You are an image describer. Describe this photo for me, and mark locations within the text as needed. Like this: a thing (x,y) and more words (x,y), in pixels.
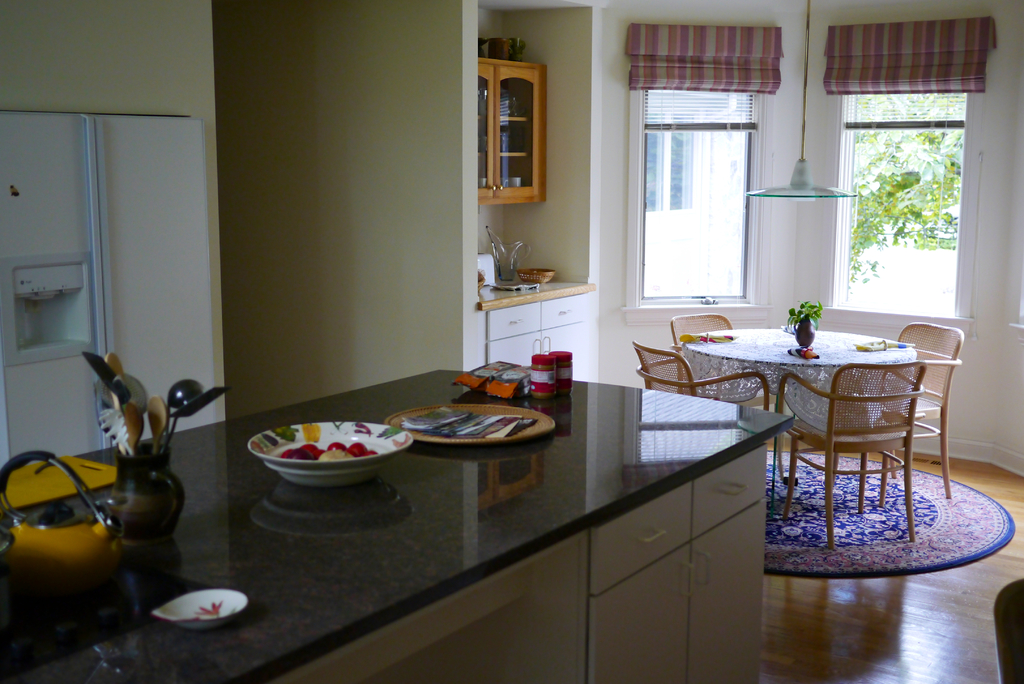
In this image we can see a bowl (365,427) of fruits (350,453), a small bowl (188,617) and also some spoons (134,435) in a jar (153,483), the plate (495,411), some packs (525,392) and bottles (544,392) on the counter surface (548,484). We can also see the dining table (829,338) which is covered with the white cloth (814,359) and on the table (801,335) there is a flower vase (805,342) and we can also see the chairs (861,368), a carpet (896,490) on the floor (941,635), a wooden shelf (527,139), double door refrigerator (165,163), wall (316,27) and also the light (809,28) hangs from the ceiling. We can also see the windows (727,165) and through the windows (908,275) we can see the trees (930,175). we can also see the window mats (836,55).
